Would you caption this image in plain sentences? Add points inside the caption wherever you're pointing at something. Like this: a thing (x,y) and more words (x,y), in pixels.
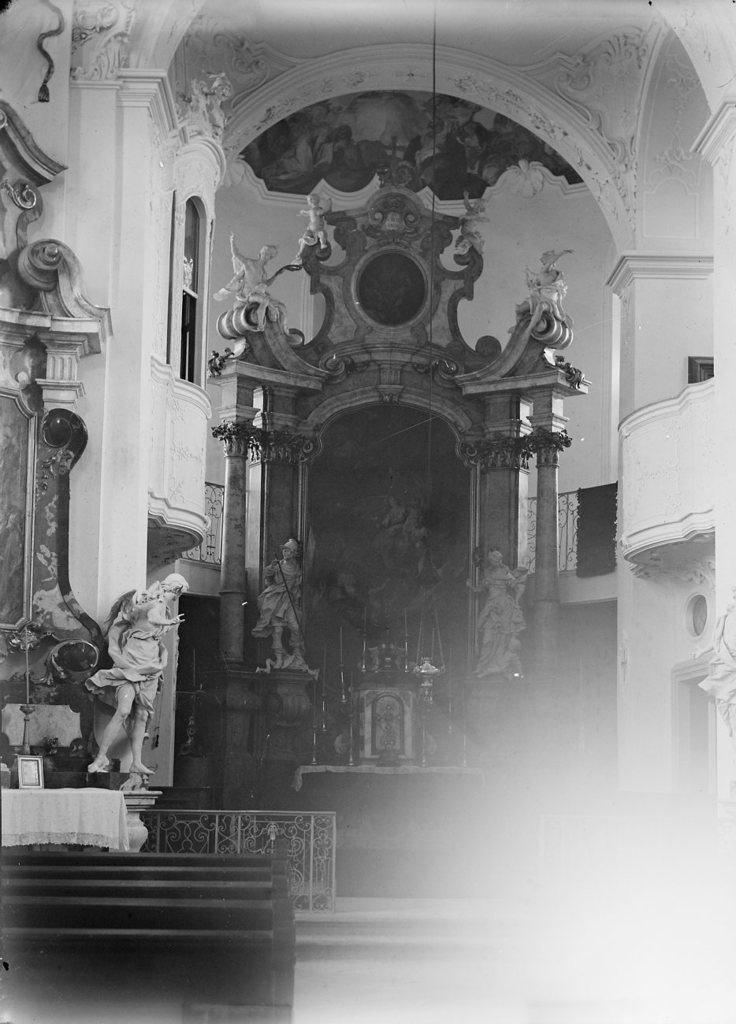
This image is taken in the hall (211,884). In this image we can see sculptures (140,734) and there is a table (90,821). We can see a window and there are railings (219,493).
